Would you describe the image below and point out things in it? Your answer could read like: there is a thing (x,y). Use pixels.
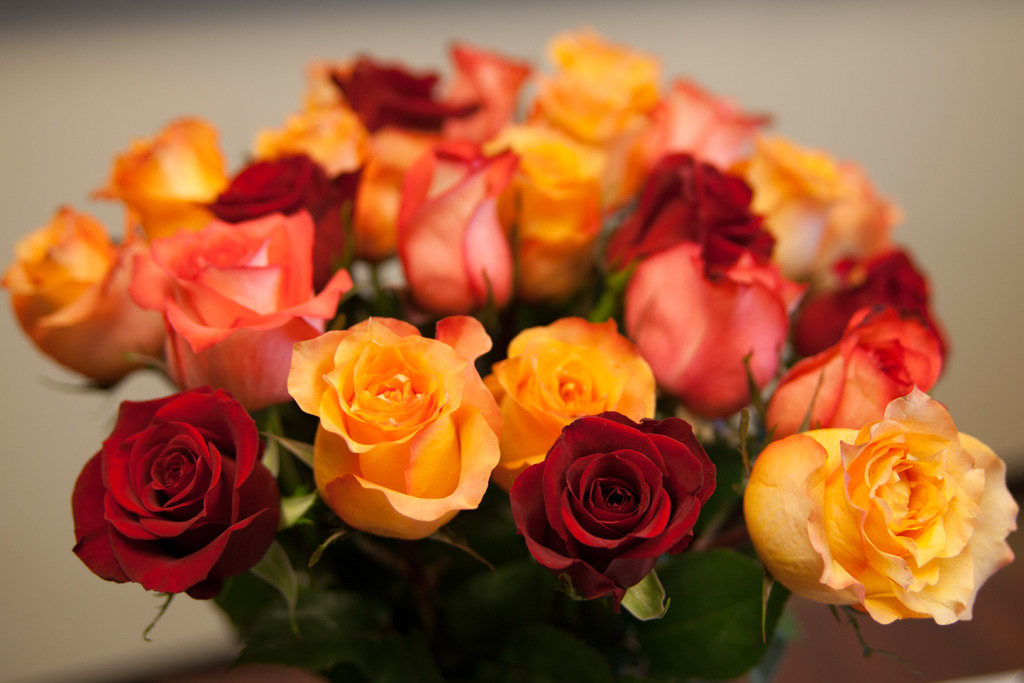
In this image we can see bunch of rose flowers (661,322). In the background (159,63) it is blur.
